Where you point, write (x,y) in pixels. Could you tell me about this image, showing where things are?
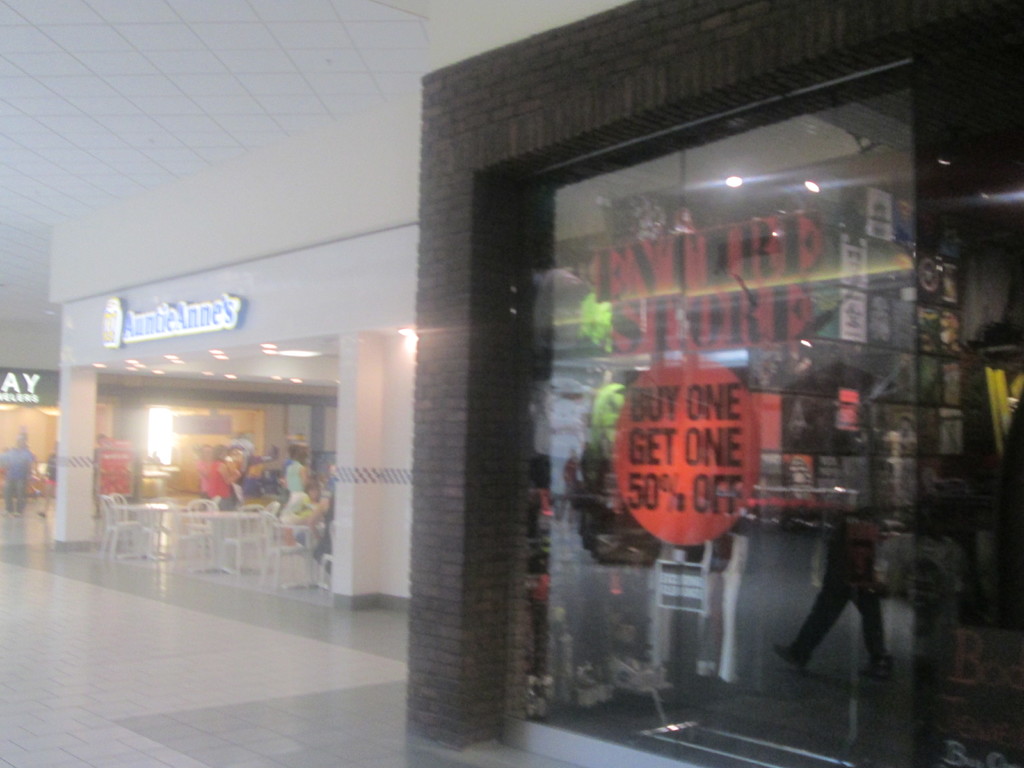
In the picture we can see inside view of the mall (886,744) with a shop (799,697) which is brown in color with glasses (787,693) and beside it, we can see another shop (138,494) with table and chairs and beside it also we can see another shop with a light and a man (10,484) standing near it.
